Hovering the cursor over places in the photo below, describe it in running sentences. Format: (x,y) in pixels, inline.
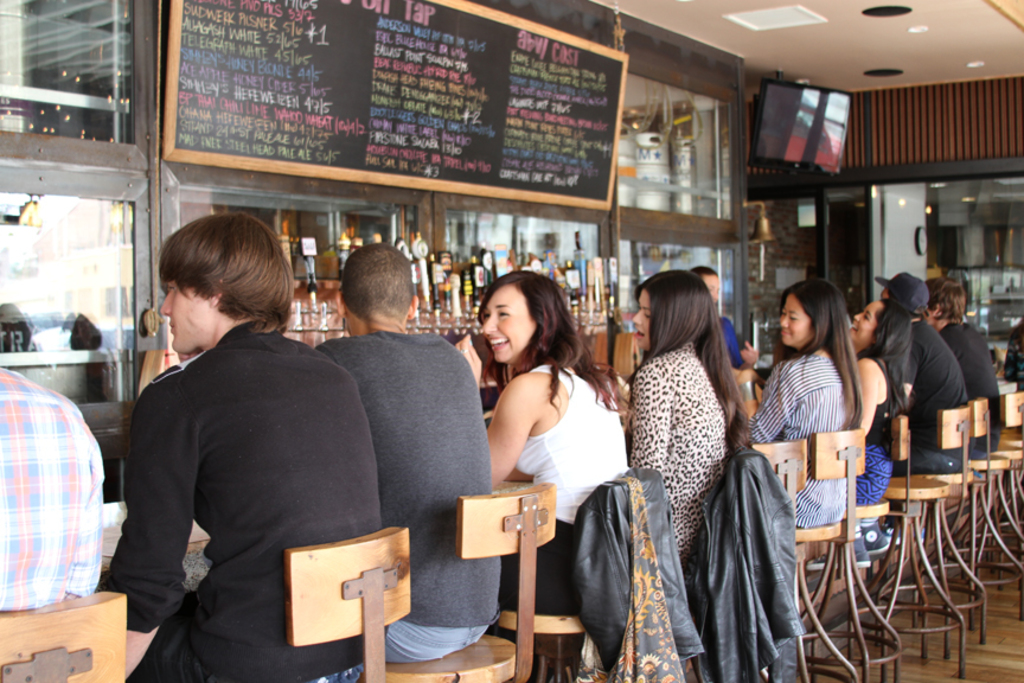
As we can see in the image, there is a banner (506,109), bottles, rack (650,92), few people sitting on chairs (531,604).
